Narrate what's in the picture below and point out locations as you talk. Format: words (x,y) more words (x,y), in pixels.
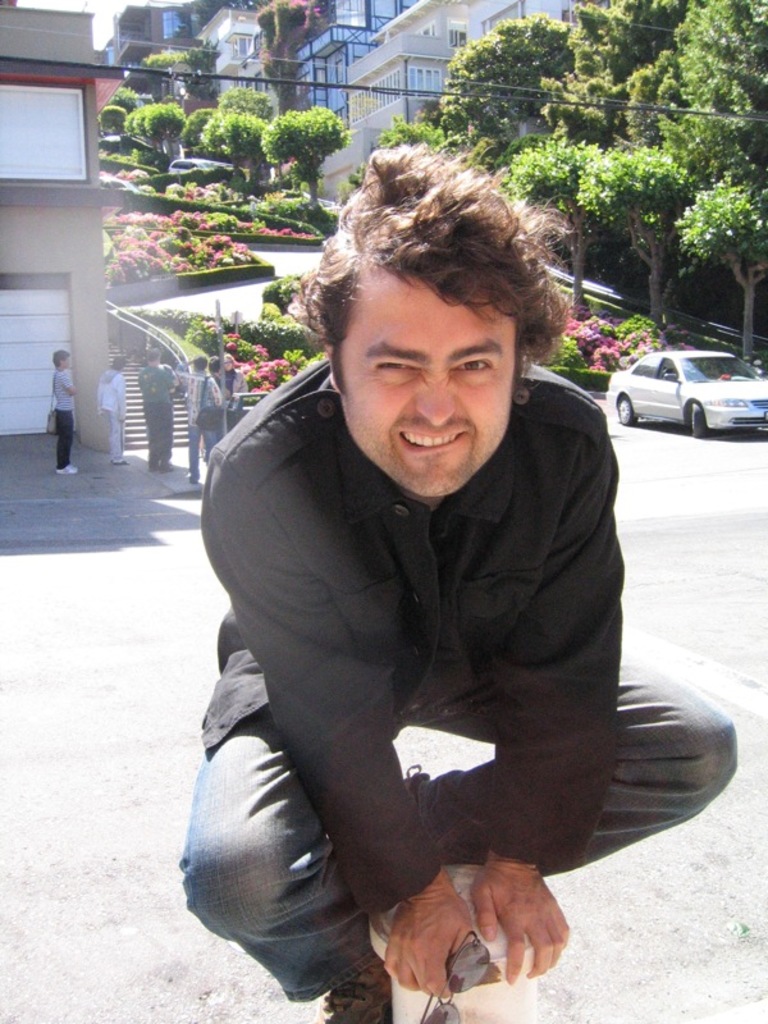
In this picture there is a man (340,638) sitting like squat position and holding goggles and white objects (521,998) and we can see the road (267,997) and wires (430,92). In the background of the image (608,385) we can see people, plants (244,271), flowers (268,379), trees (197,121), buildings (401,40) and cars (186,168).
